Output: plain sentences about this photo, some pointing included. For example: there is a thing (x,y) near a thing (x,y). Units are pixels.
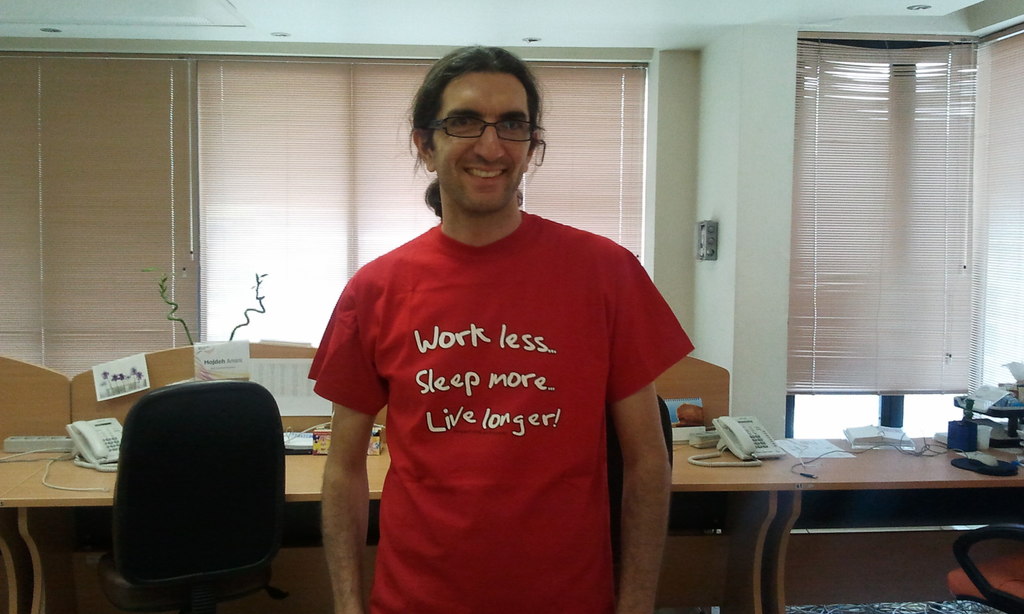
a person (482,407) is standing wearing a red t shirt (406,513). behind him there are desks (887,463) on which there are phone (757,451), papers (808,449). behind that there are windows (275,200).
